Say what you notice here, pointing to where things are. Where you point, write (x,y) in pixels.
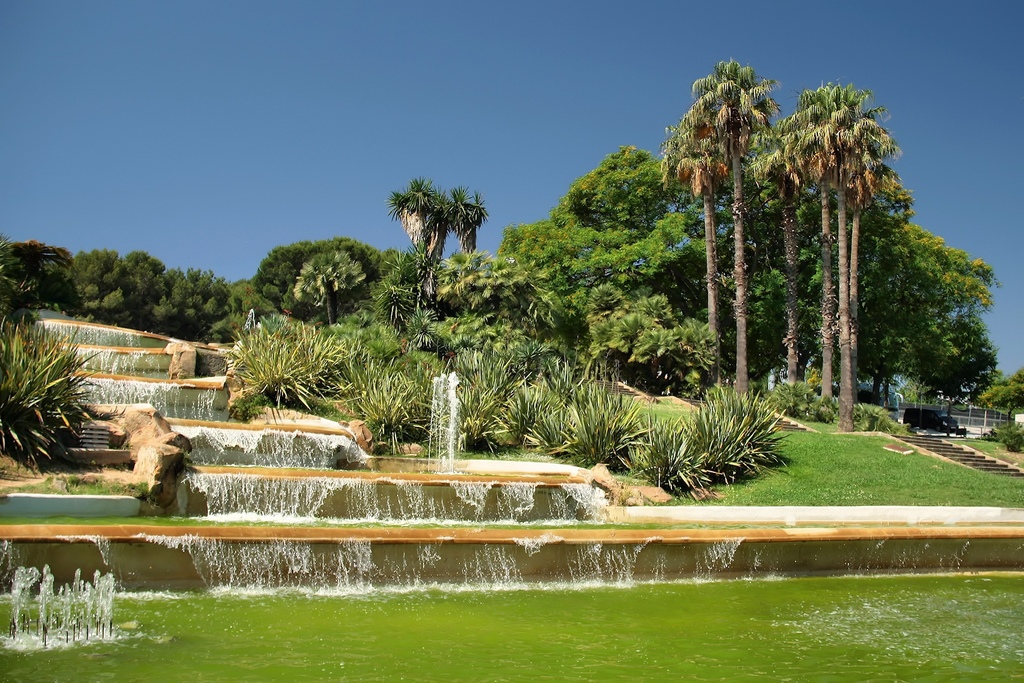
These are the water (151,397) flowing. I can see a small water fountain (84,627). These are the rocks (178,440). I can see the plants (469,394) and trees (491,268). These are the stairs (918,437). This looks like a vehicle (938,428), which is parked.
